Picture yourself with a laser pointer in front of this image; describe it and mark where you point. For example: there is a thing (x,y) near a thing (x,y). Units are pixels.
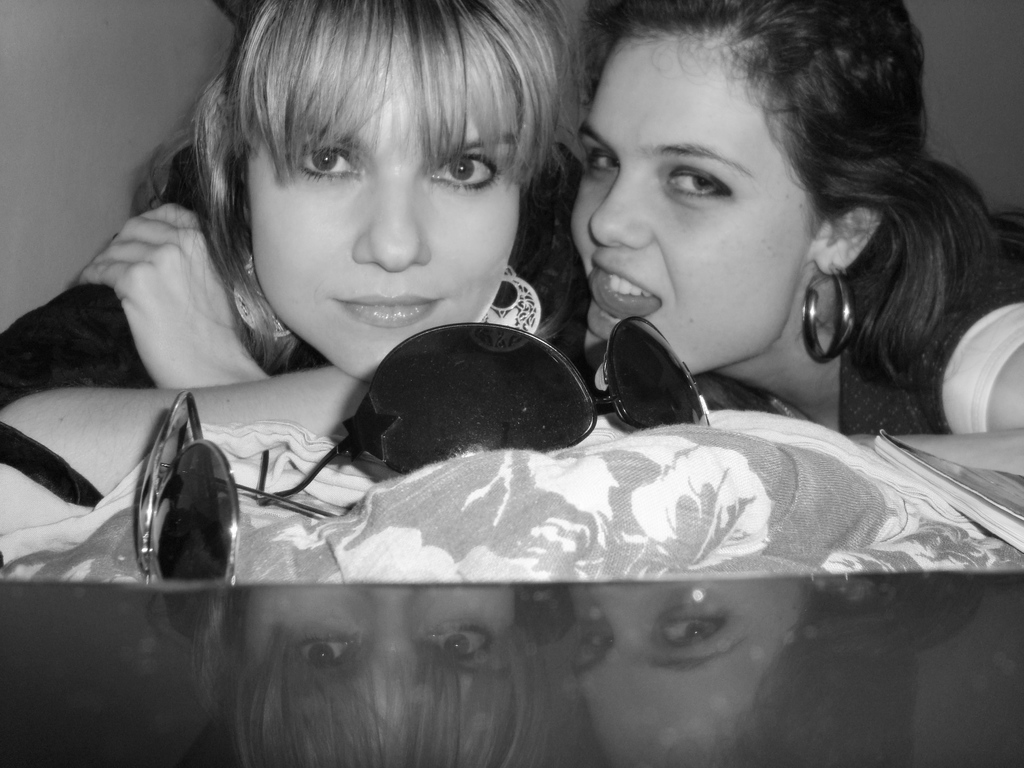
In this image I can see two people (455,261). And there are goggles (537,365) in-front of these people (715,224). To the side there is a book (1004,474). In the front (624,652) I can see the glass (535,647). This is a black and white image.
